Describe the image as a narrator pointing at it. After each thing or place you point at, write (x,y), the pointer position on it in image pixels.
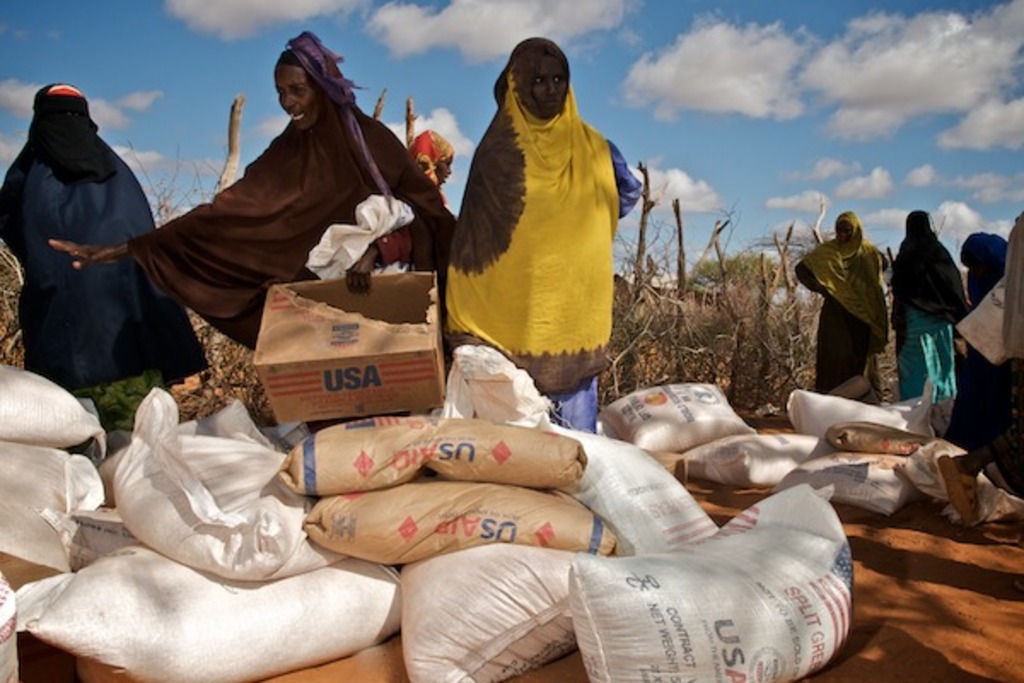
In this image we can see a group of people (546,301) standing on the ground (987,607). One woman (391,262) is holding a cardboard box (367,342) in her hand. In the foreground of the image (521,509) we can see some bags (644,481) placed on the ground (961,606). In the background (807,362), we can see some plants (772,267) and the sky (754,91).
